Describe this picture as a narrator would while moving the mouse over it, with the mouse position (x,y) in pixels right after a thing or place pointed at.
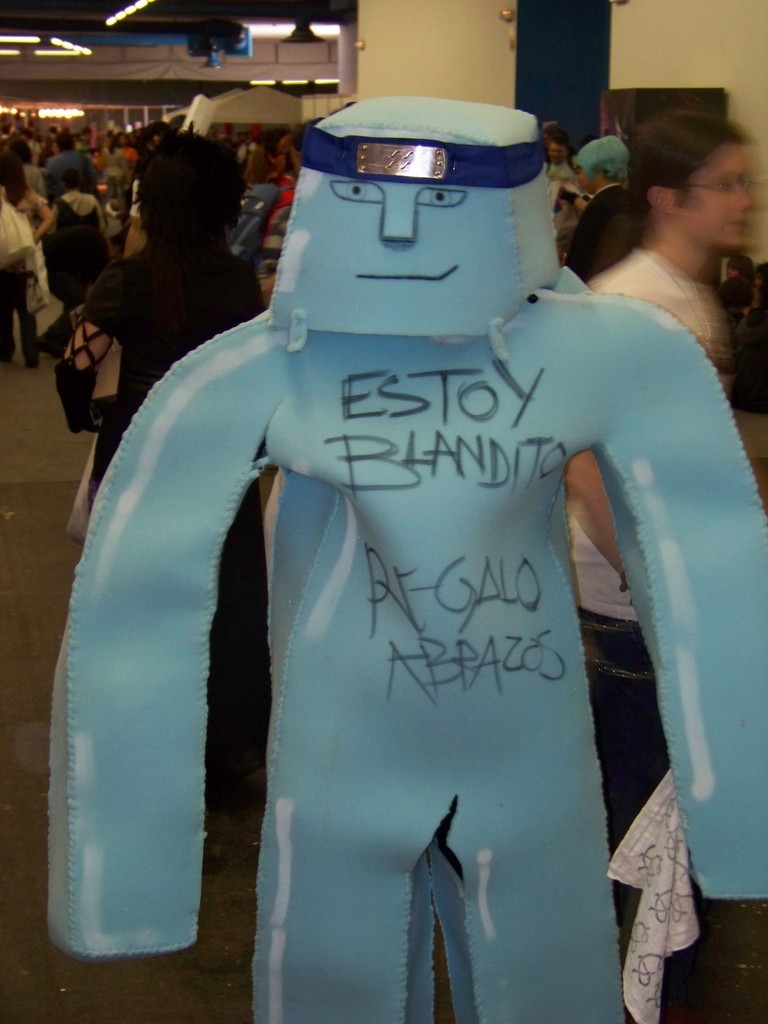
In this image we can see an object (328,670) which is in the shape of human being (453,534) which is in blue color which has head band (363,176) and there is some text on it and in the background of the image (281,214) there are some persons (647,169) walking, there are some lights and roof (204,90).
